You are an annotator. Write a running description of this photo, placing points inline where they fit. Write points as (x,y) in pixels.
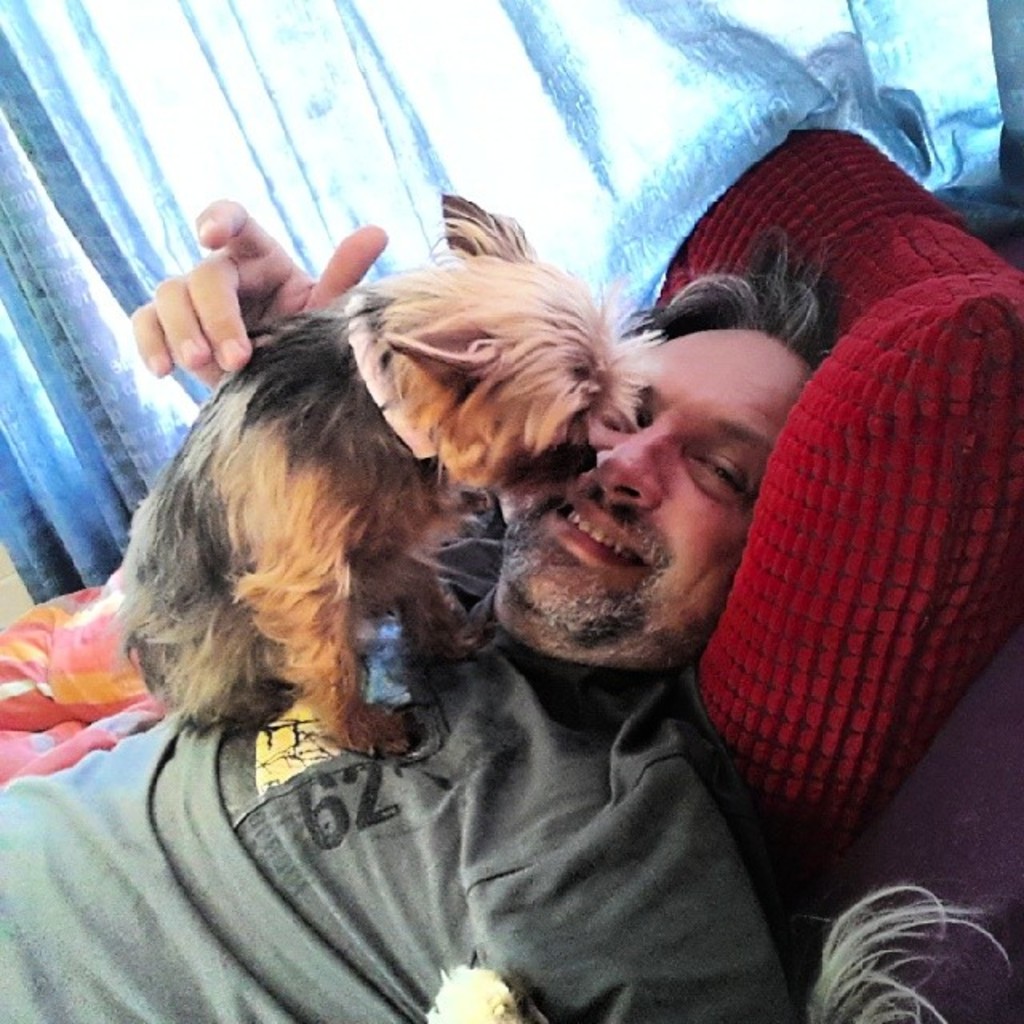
In the image the man (577,518) is lying on the bed (1008,664), there is a dog (318,469) on him, he is pampering the dog (377,423), in the background (467,58) there is a blue color curtain (509,117).
